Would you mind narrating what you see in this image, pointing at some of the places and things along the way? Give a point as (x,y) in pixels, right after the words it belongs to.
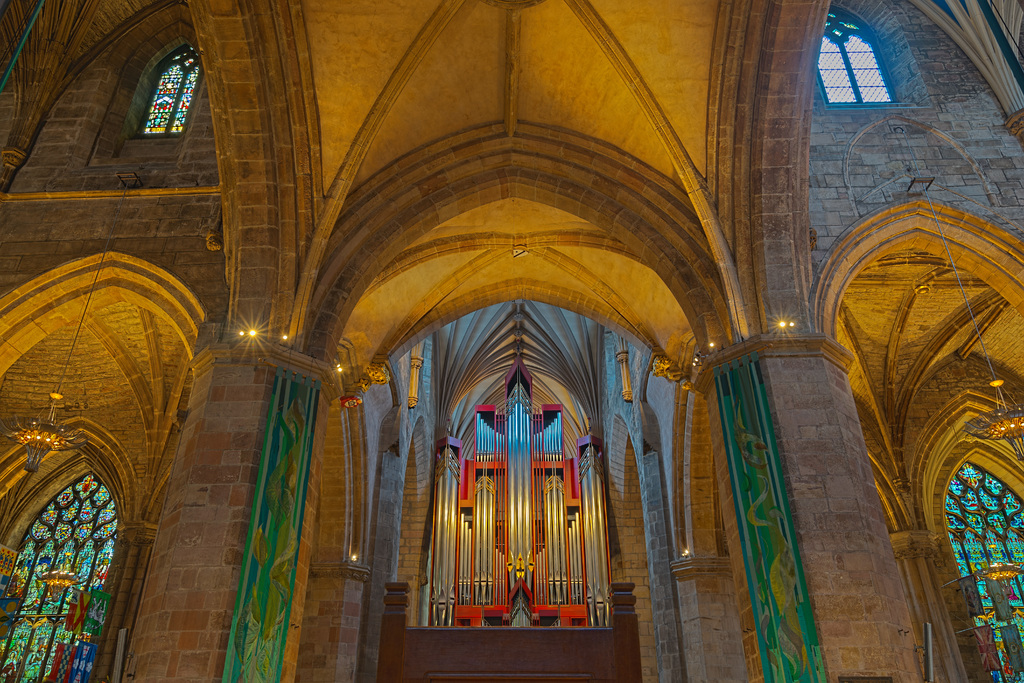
This is inside view of a building (314,343). we can see windows (73,518), designs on the window glasses (100,532), lights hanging in the air, lights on the walls (643,537) and in the middle (505,443) there are objects (520,437) on a platform (490,639).
